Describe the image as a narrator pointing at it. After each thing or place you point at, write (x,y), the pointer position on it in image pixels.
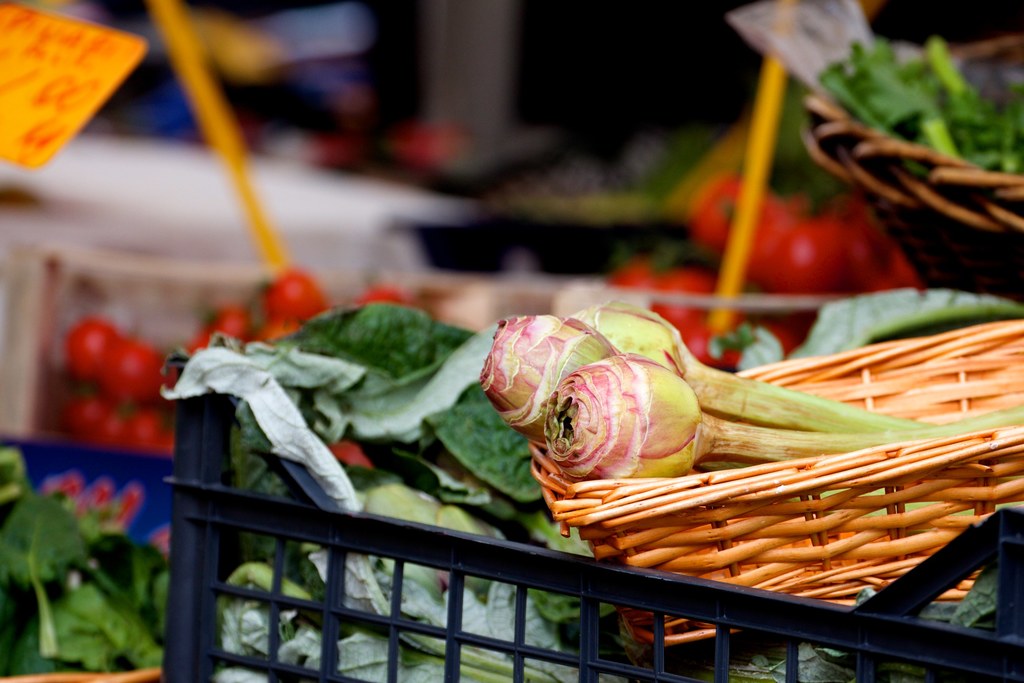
In this image there are some vegetables (950,427) are arranged in the baskets (558,479) with some labels (41,16). The background (616,67) is blurry.
